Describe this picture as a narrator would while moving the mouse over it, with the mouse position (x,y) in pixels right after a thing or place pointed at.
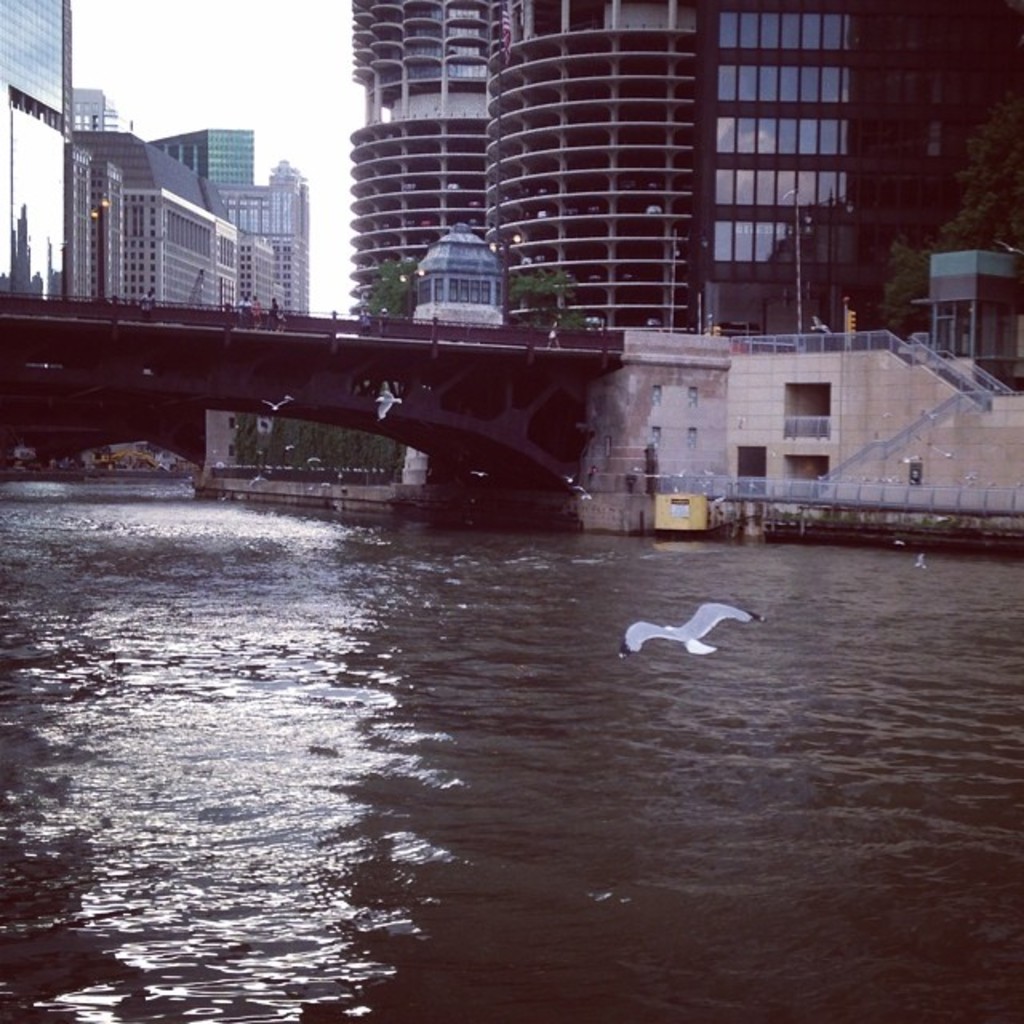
In this image we can see the buildings (490,222), bridge (358,363), people (554,325), water (622,806), sky (168,90) and we can also see a bird (630,642) flying.
